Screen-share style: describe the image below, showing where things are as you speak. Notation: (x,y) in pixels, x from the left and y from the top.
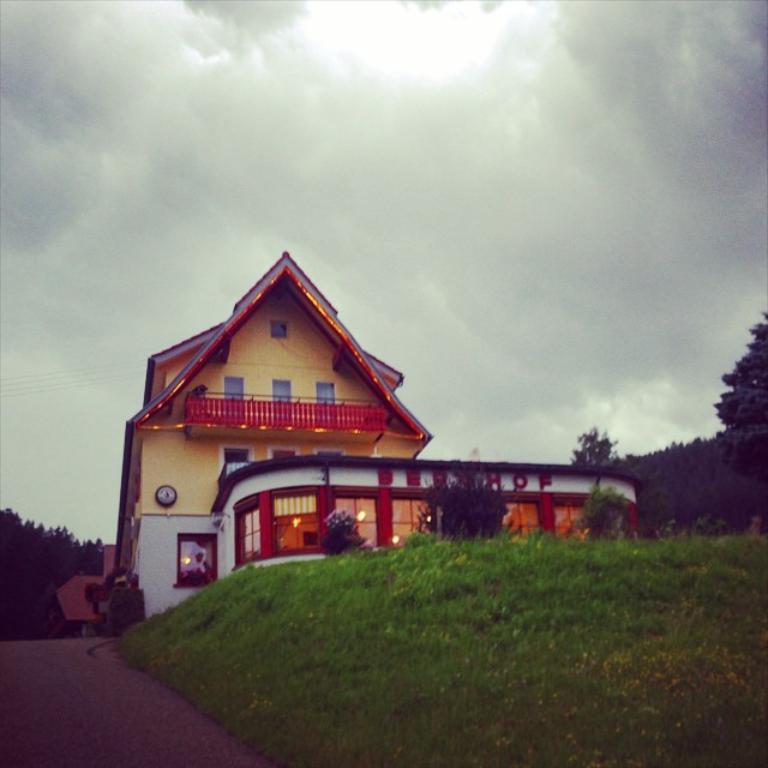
In this image I can see a building (294,417). There are trees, lights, there is grass (447,568) and in the background (270,222) there is sky (344,229).
